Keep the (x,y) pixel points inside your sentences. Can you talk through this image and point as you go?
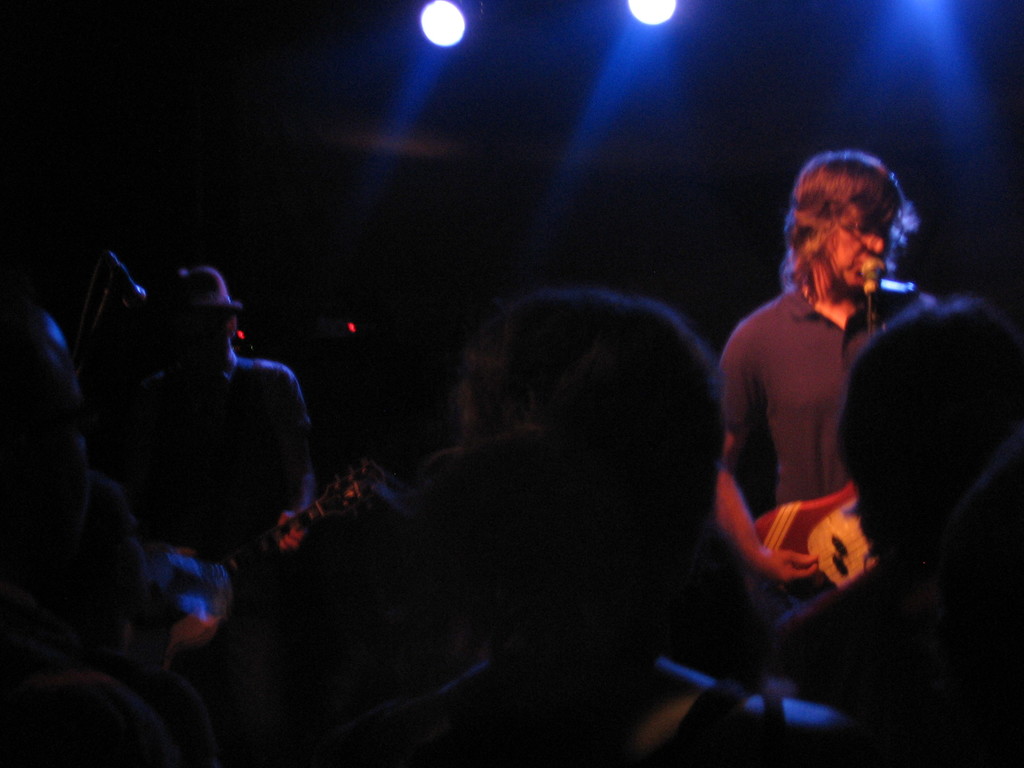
In this picture we can see a group of people (141,592) where two men (826,448) are playing guitars (180,577) with their hands (786,558) and singing on mics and in the background (144,235) we can see lights (437,3) and it is dark.
